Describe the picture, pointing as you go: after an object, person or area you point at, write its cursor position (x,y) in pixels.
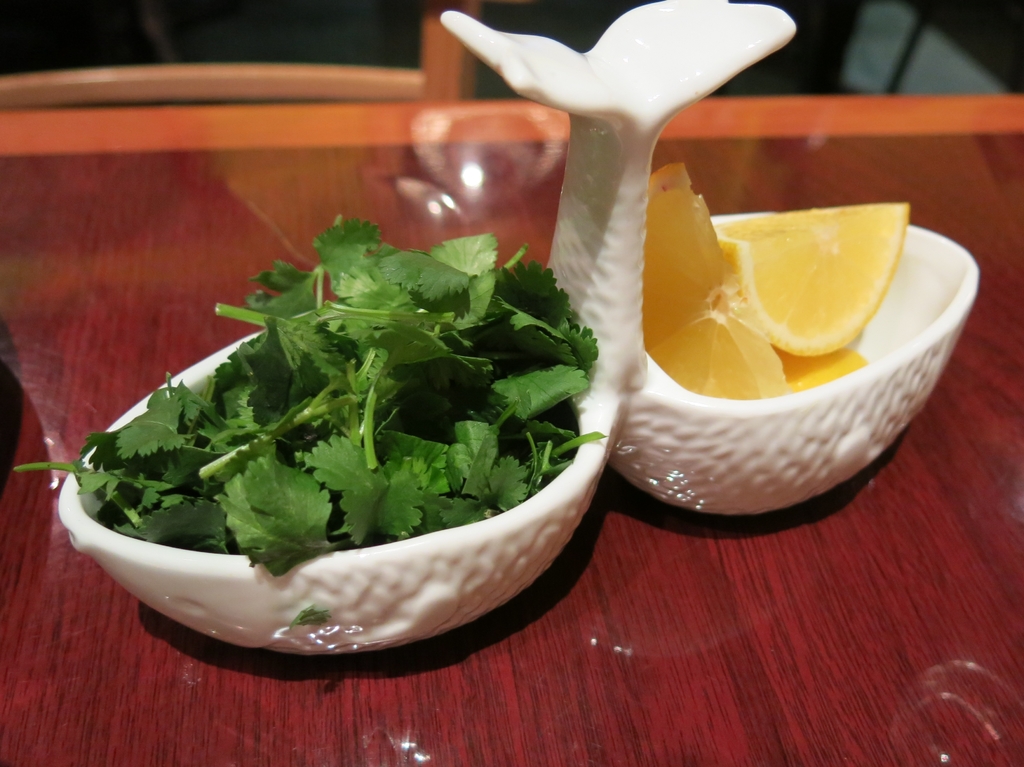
In this image in the center (589,464) there are baskets (673,452) and in the baskets (675,464) there are some lemons (794,387) and coriander (443,389). And at bottom (706,618) there is a table (894,491), and in the background (155,86) there are some objects (152,101).
